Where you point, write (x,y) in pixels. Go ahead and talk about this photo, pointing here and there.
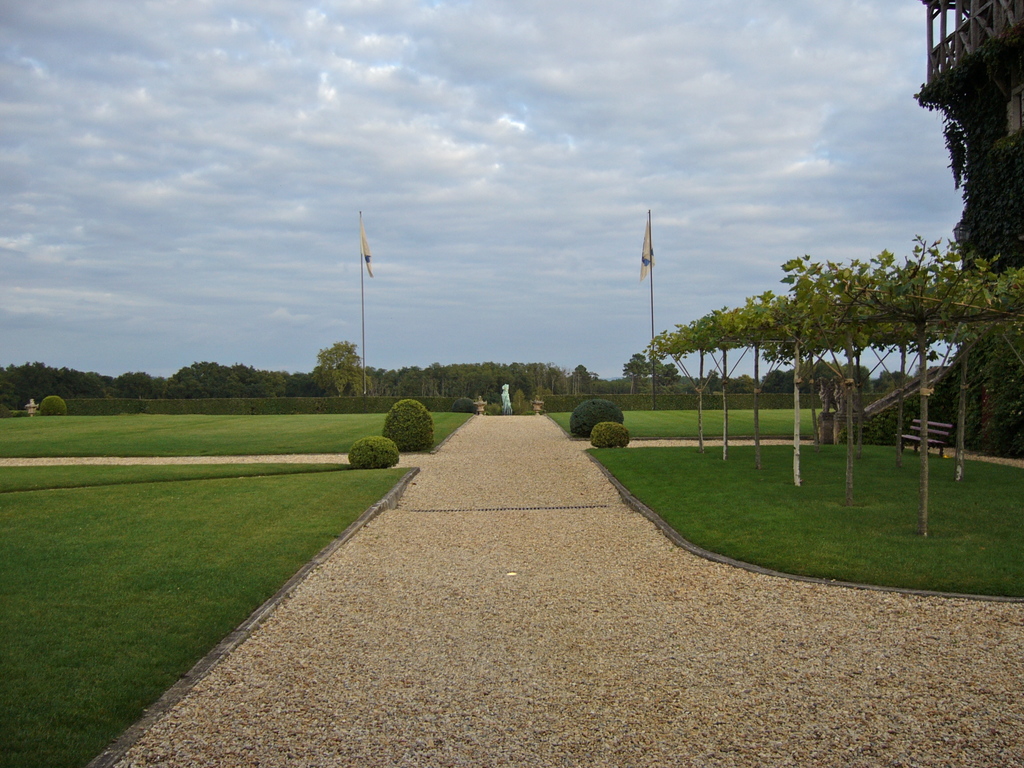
In this image there are trees (209,375), flags (367,261), poles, bushes (596,395) and grass (253,484). On the right (1016,378) there is a building (971,342) and we can see a bench (943,431). In the center (505,443) we can see a walkway (509,517). In the background (429,250) there is sky (434,204).
